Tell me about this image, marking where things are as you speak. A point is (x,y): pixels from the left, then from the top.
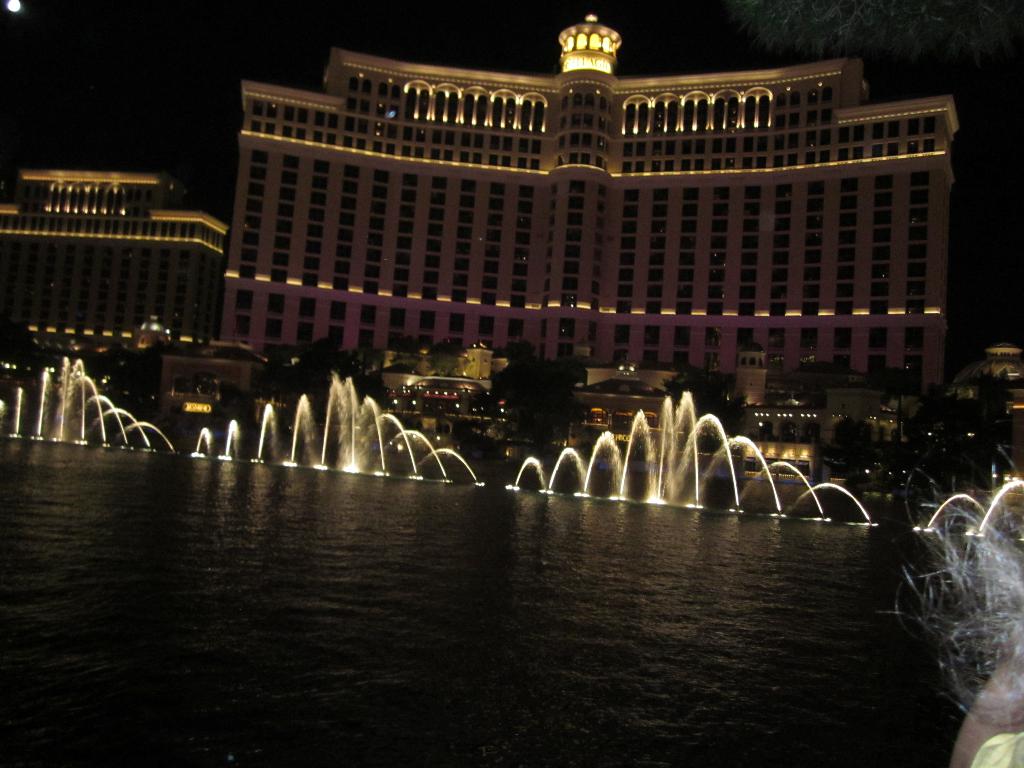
In this image I can see water (730,552) in the front (245,520) and in the background (551,389) I can see water fountains (526,465), number of trees (500,395), number of buildings (584,355) and number of lights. On the bottom right side of this image (936,542) I can see hair (1006,564) and hand (1014,676) of a person (1007,691). On the top left corner of this image (15,11) I can see the moon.
